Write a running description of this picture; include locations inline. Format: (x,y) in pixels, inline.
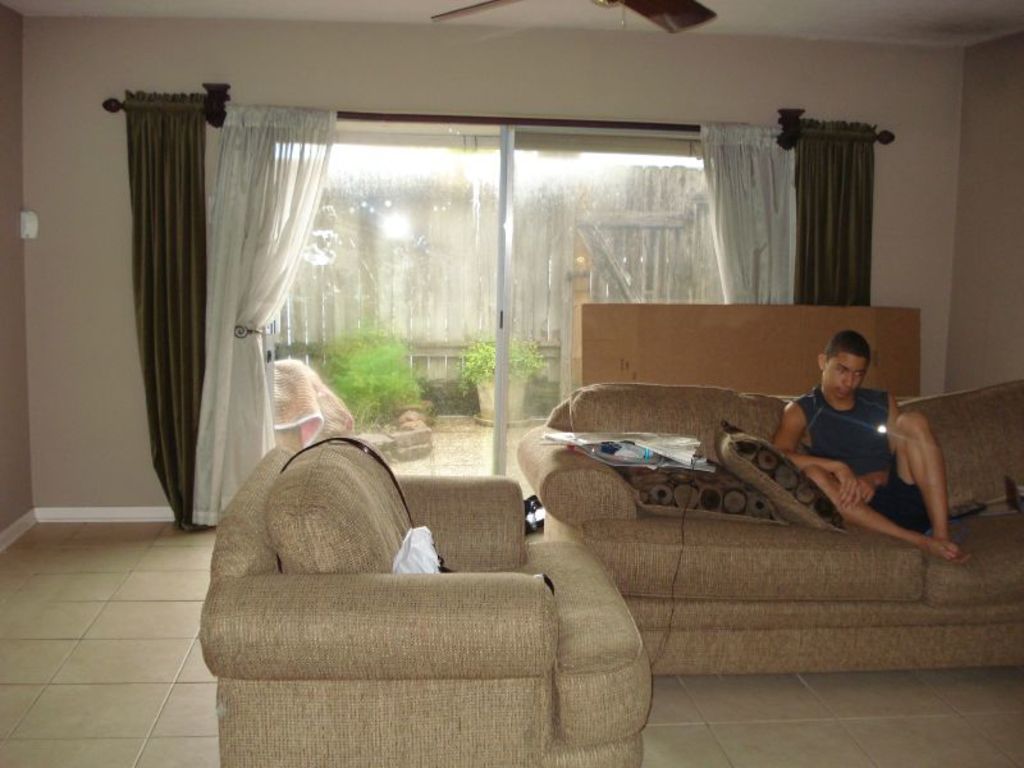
This is a picture of a living room (452,685) where there are couch (460,551), pillows (647,481), covers (629,454), a man (865,352) sitting in a couch (834,564), card board box (745,332), curtains (142,284), window (531,392), plants (470,383), blanket (305,392), fan (610,5), wall (114,270), wooden fence (402,247).
